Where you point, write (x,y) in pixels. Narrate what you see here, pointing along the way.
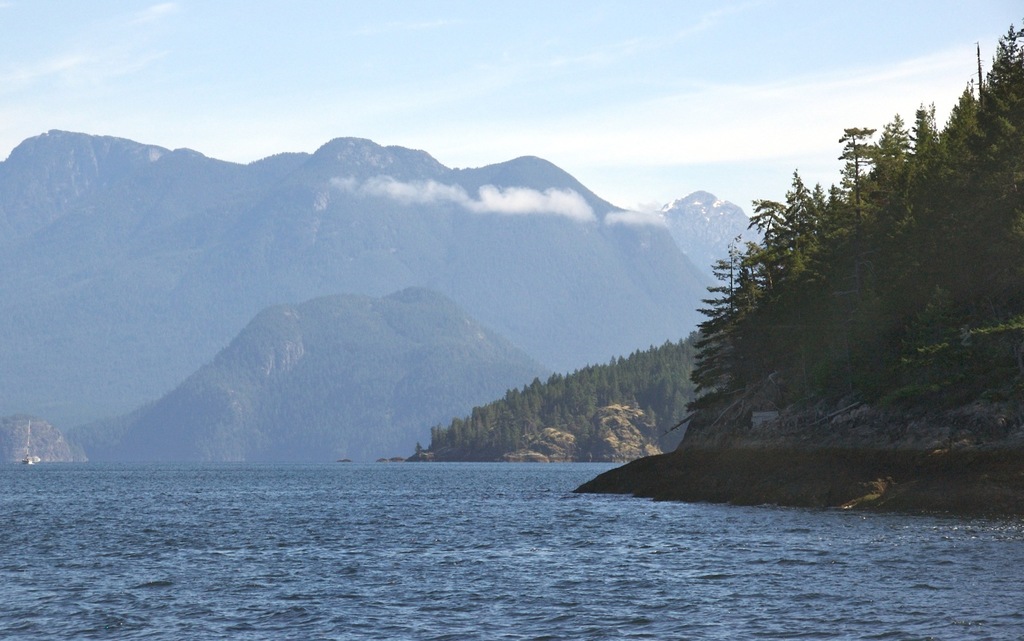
In this picture we can see water (429,614). There are trees (913,327), mountains (409,308) and the sky (405,70).
